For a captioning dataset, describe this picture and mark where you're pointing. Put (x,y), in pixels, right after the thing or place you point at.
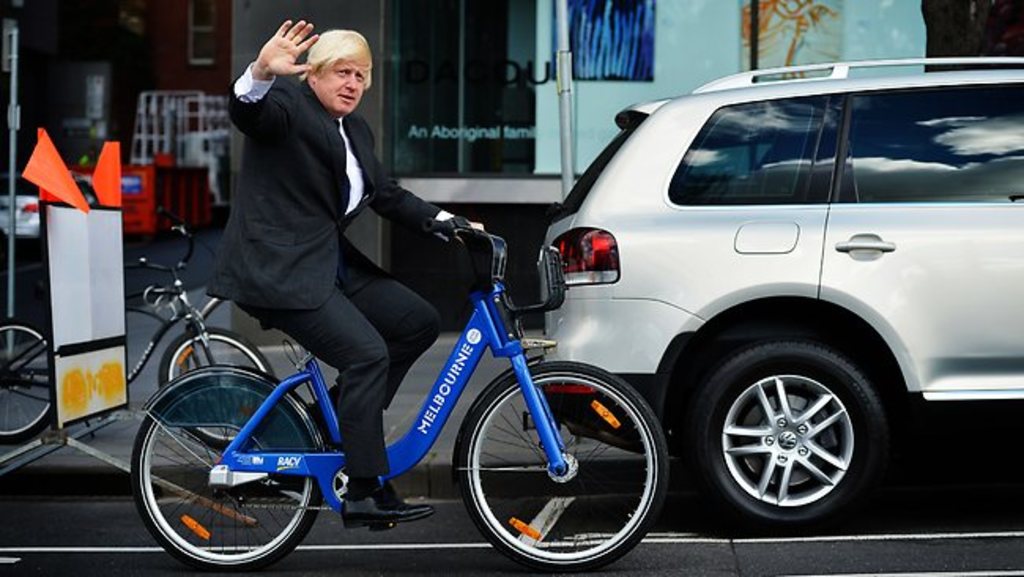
In this picture there is a person (426,339) riding bicycle (459,356) and there is a board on the left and there is a car (683,243) on the road (1009,488). There is a bicycle (30,397) and there are poles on the footpath (33,429). At the back (93,151) there is a building (449,115) and there are objects (818,6) inside the building (534,219). There is a text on the mirror (527,144). At the bottom (23,537) there is a road (61,531).
